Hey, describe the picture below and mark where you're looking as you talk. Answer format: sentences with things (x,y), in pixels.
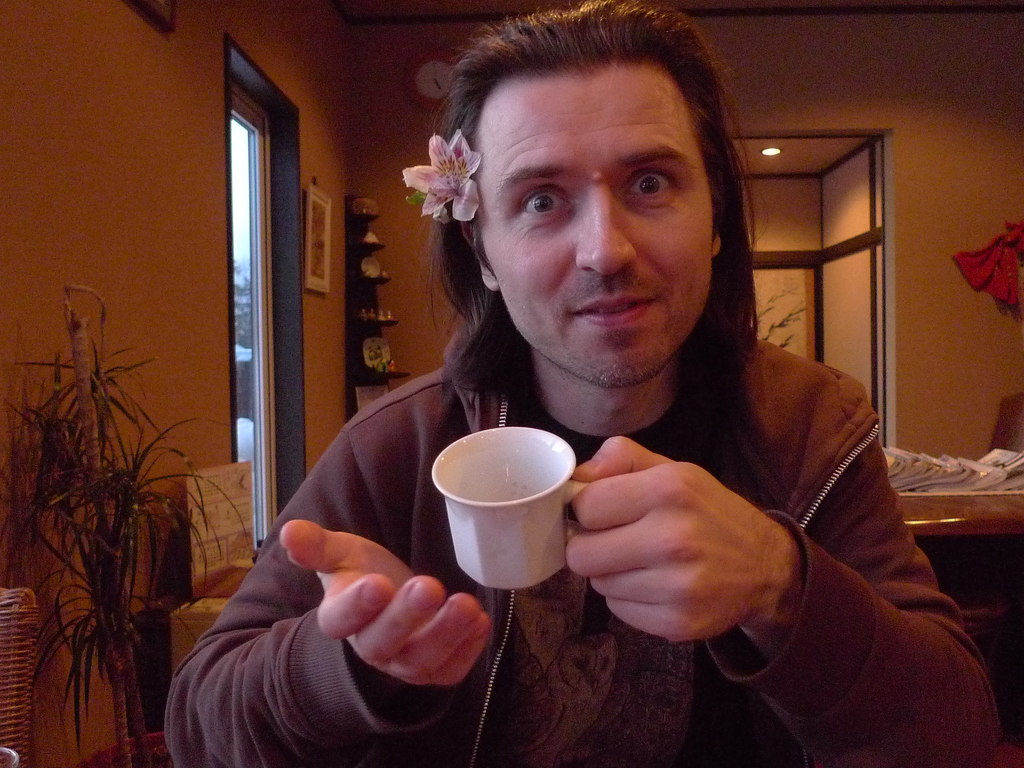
We can see clock (434,85), frame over a wall (3,229). This is a door (254,377). We can see show pieces (378,351) in a desk (361,312) here. This is a light (781,149). This is a houseplant (133,590). We can see one man (451,640) with long hair (608,26) and he kept a flower (430,194) at his ear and he is holding a cup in his hands (709,609).
